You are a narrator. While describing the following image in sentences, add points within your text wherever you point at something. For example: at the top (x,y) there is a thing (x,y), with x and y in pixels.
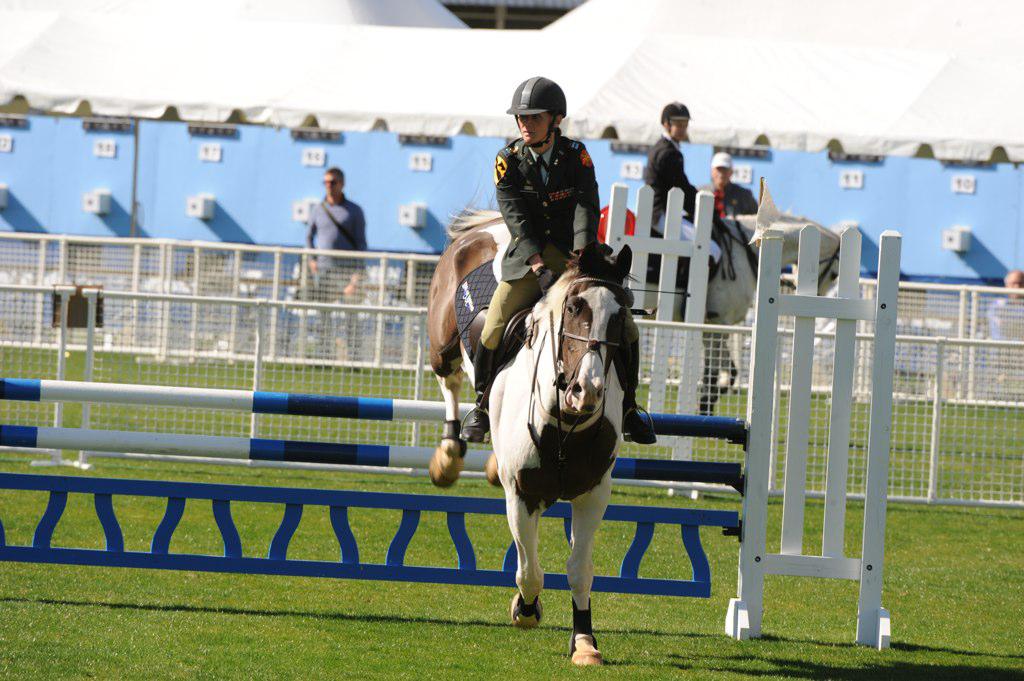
In this image there are people (589,218), horses (588,279), railings (113,322), tent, rods (369,405) and object (745,525). Land (381,514) is covered with grass (346,643).
